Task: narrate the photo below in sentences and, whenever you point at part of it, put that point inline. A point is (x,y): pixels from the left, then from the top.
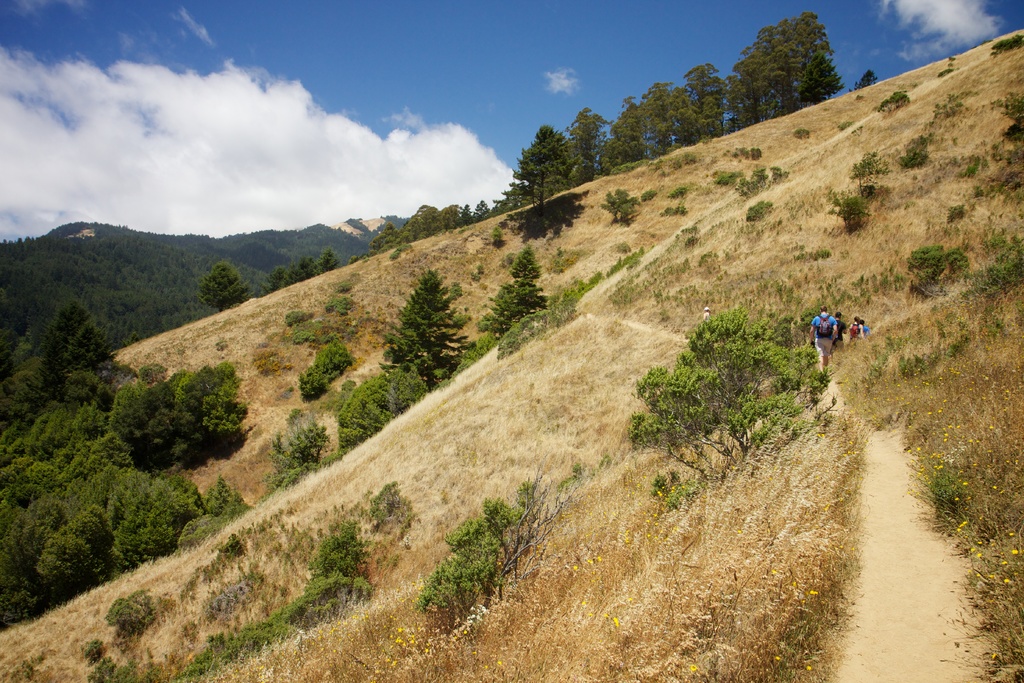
In this image, there are few people (824,337) standing. There are hills (468,229), trees (617,162), grass (572,433) and plants (790,357). In the background (466,185), there is the sky (521,46).
